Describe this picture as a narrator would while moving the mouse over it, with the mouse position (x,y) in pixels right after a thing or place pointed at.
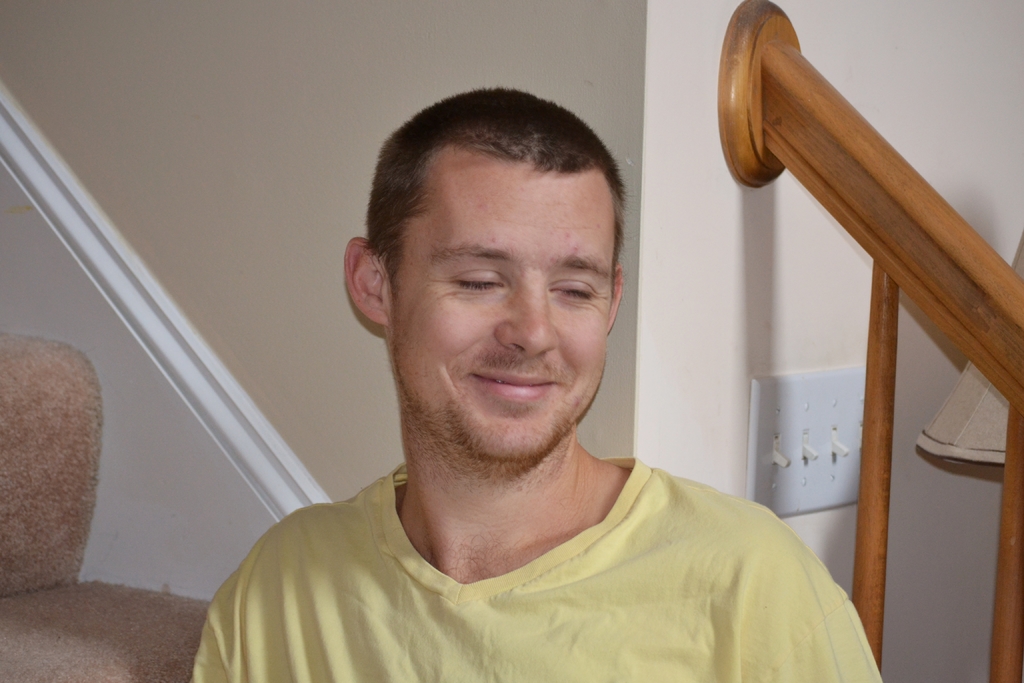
There is a man (479,398) in the foreground area of the image (439,200), there are stairs (63,432), switches (823,379) and a lamp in the background (820,404).
